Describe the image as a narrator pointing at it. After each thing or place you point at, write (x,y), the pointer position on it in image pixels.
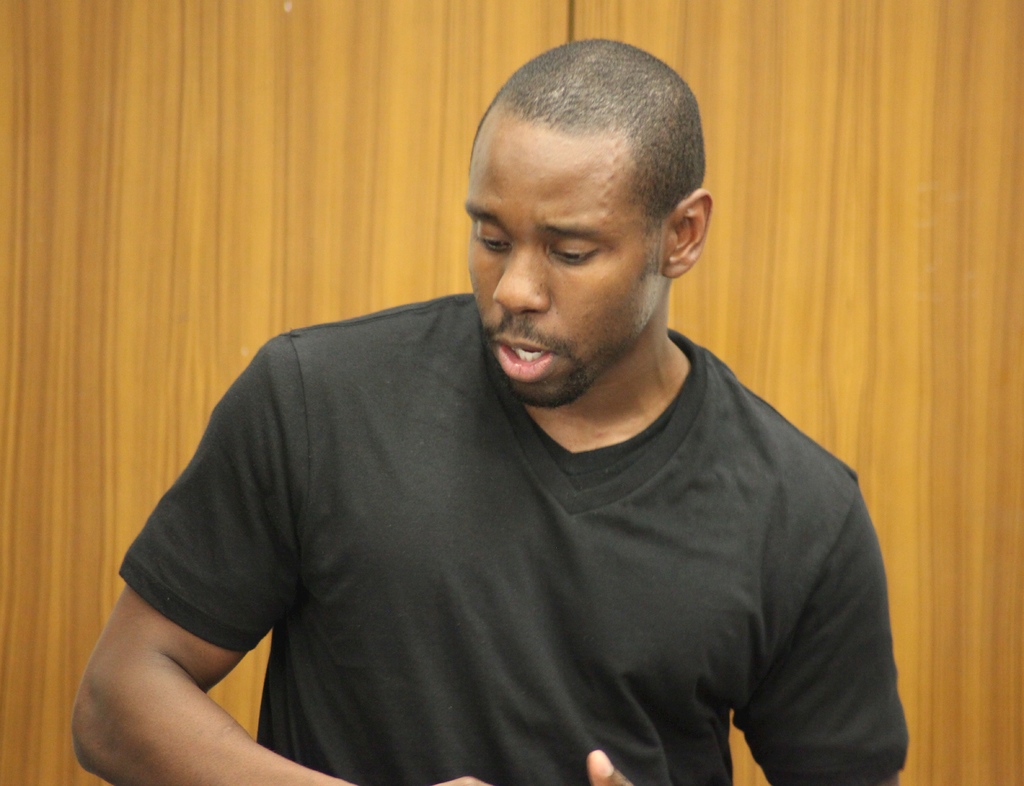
This picture is clicked inside. In the foreground (440,328) we can see a man (672,414) wearing a black color t-shirt (621,528), standing and seems to be talking. In the background (222,77) we can see the wooden object (975,241).
